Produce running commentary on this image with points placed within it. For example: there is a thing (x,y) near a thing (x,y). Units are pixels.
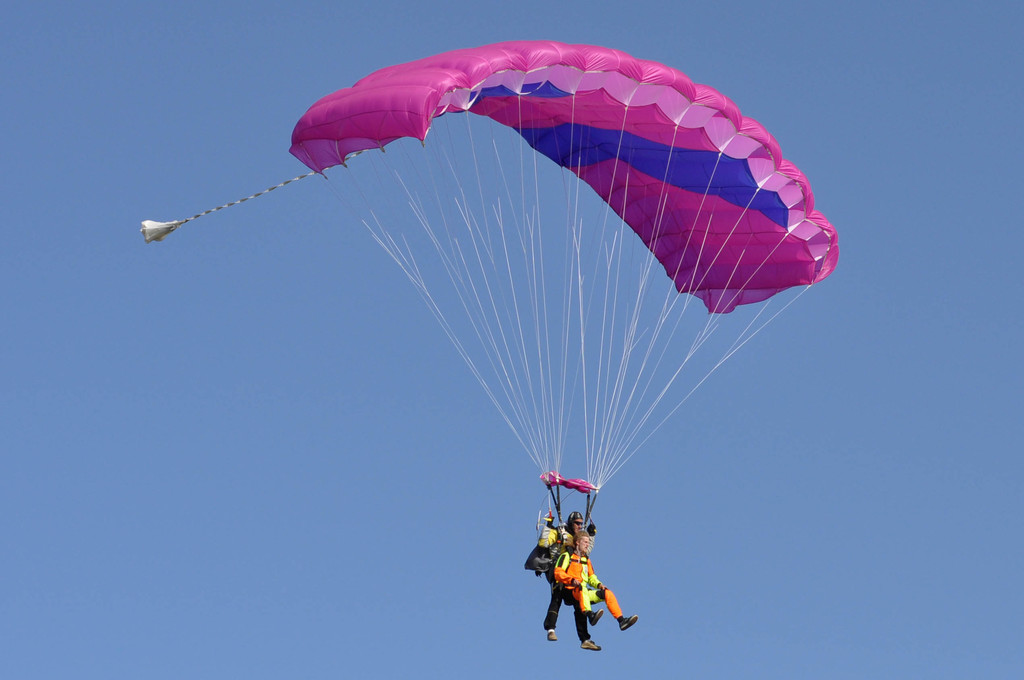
In this picture I can see there are two persons (548,548) and one of them is holding the parachute (673,251). The parachute (640,180) is in pink and blue color and the sky (671,423) is clear.
